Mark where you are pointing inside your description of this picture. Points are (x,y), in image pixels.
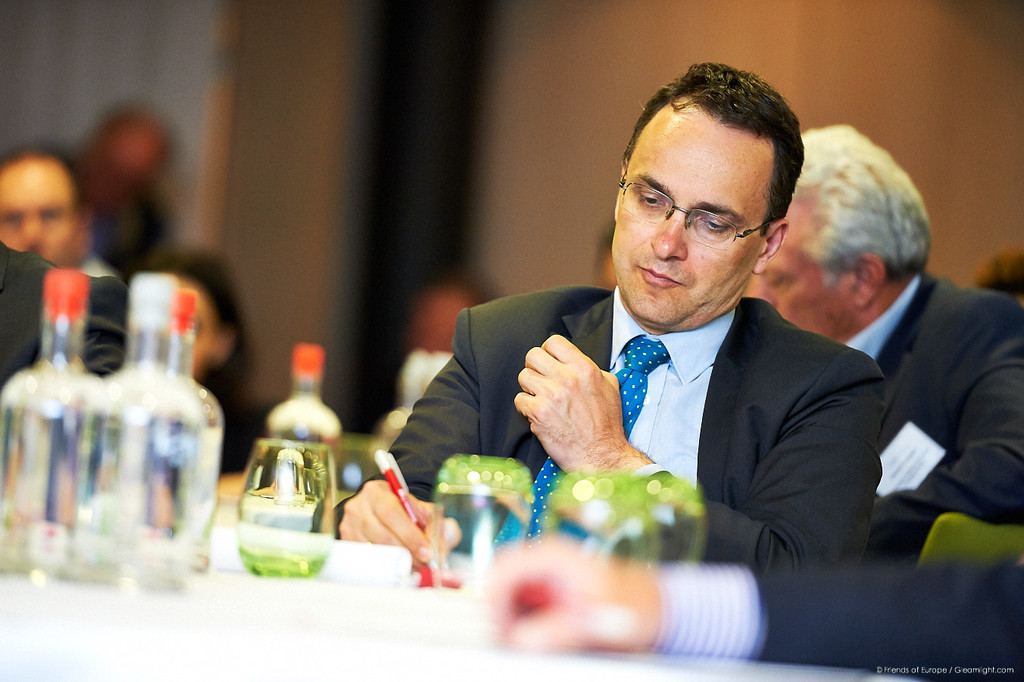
In this picture we can see man (595,343) wore blazer (593,351), tie (632,349), spectacle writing with pen (390,472) on paper (336,575) placed on a table (291,580) and we have bottles (188,467), glass (275,538) on same table (268,615) and in background (221,489) we can see some more persons (36,198) and it is blur.
